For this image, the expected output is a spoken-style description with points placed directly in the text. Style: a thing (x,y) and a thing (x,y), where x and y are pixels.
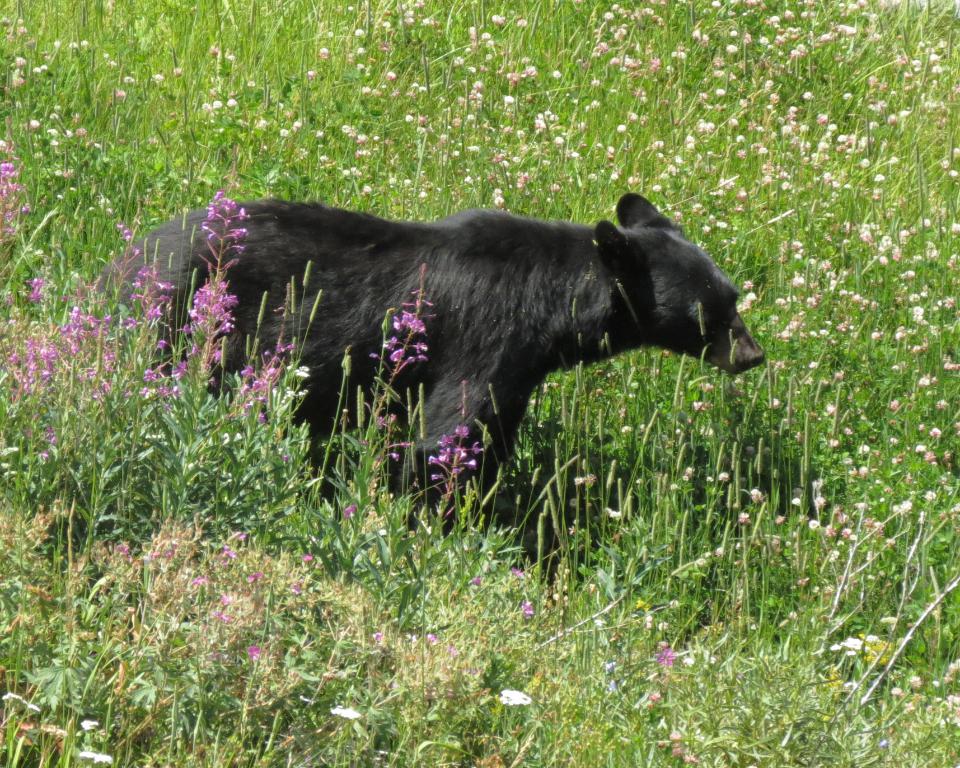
We can see an animal (490,411) is standing on the grass (201,759) on the ground (342,535) and we can see small plants (260,547) with flowers (180,379).
